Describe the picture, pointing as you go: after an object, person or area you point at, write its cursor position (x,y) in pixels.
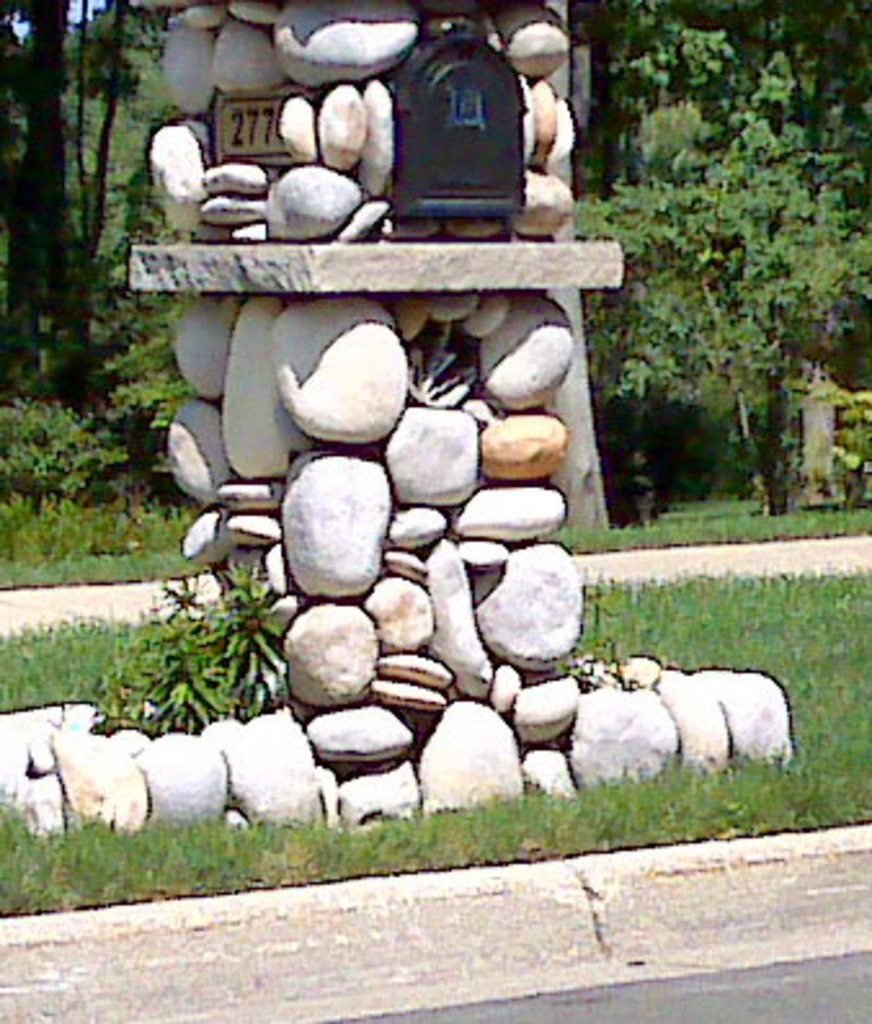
In this image there are a few rocks (364,556) arranged, in between them there are a few objects (423,183). In the background (19,442) there are trees (741,444) and grass (624,611).
